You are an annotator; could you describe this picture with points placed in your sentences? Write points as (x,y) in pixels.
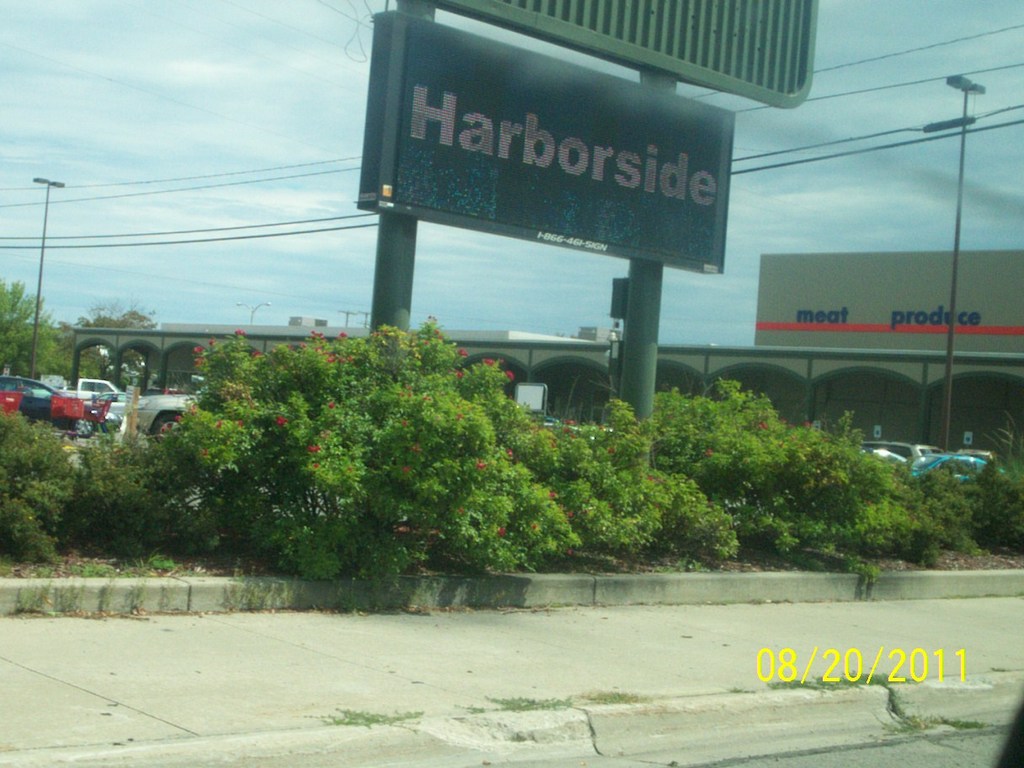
In this image we can see walkway (554,659), there are some plants (313,523), board (467,198) and in the background of the image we can see some vehicles (149,401) parked, there are some street lights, wires (3,239), store (191,330) and top of the image (260,207) there is cloudy sky (272,107).
